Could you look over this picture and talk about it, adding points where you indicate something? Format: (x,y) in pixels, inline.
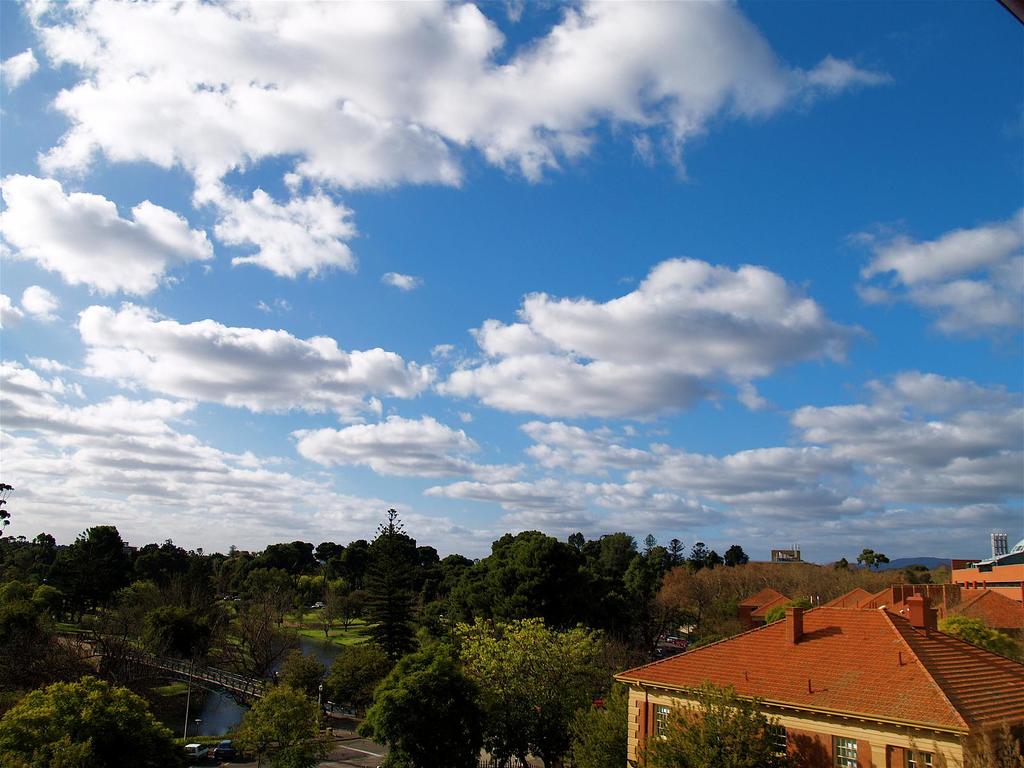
In this picture we can see few houses (927,684), poles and trees (459,621), and also we can see a bridge (237,673) over the water (214,701), in the background (428,449) we can find clouds (687,490).
